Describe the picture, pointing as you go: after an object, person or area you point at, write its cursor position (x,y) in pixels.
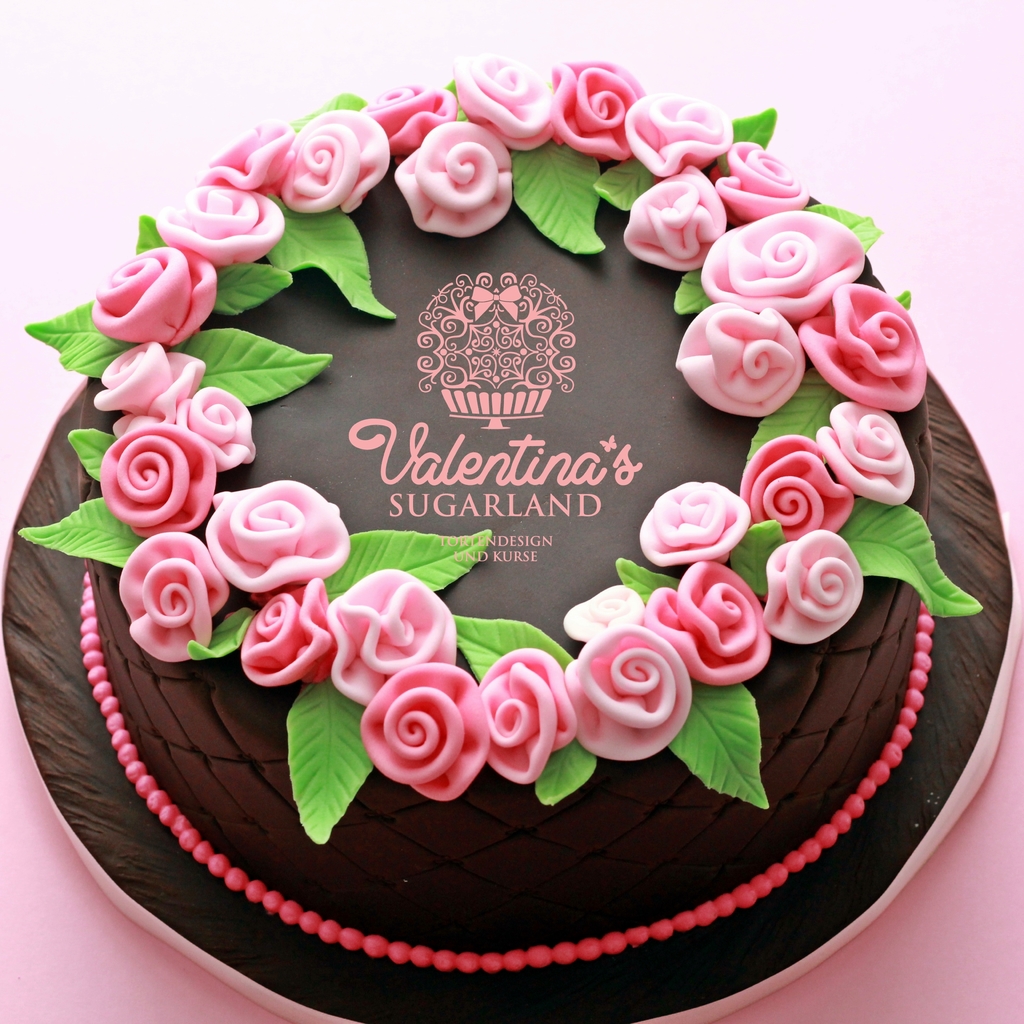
In this image we can see a cake (557,860) placed on a plate (72,652) on which roses (293,667) are designed.
